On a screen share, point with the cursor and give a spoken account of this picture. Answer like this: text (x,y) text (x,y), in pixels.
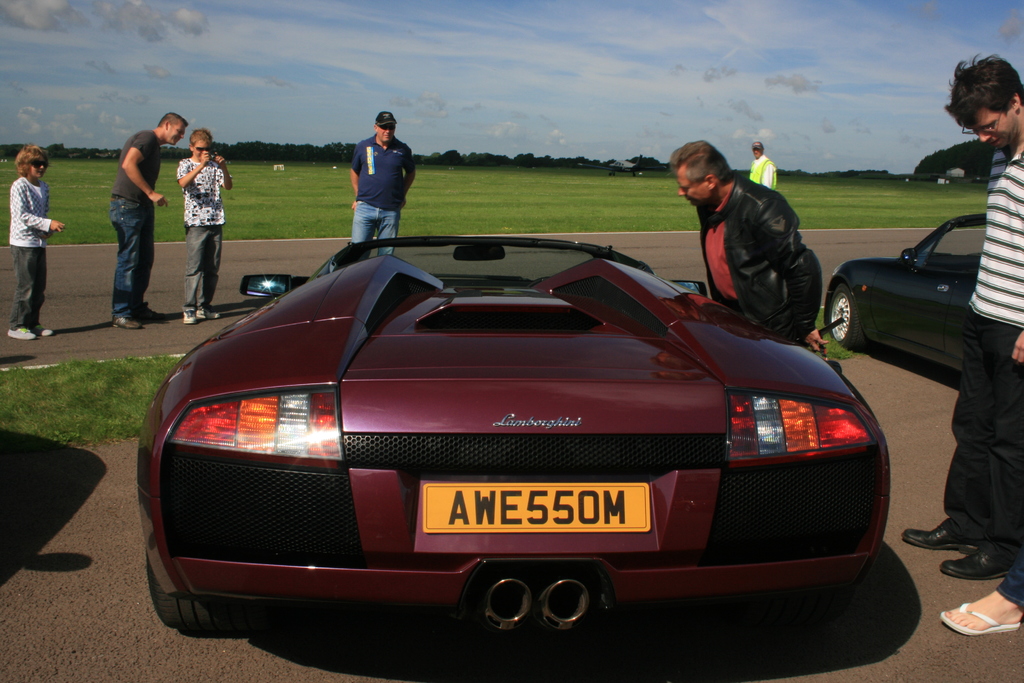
In this picture there are vehicles (505,355) on the road (823,269) and there is a text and there is a number plate (566,503) on the car (647,600). There are group of people (1004,450) standing and there is a person (201,204) with white t-shirt (198,194) is standing and holding the device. At the back (521,160) there are trees (952,161). At the top (428,103) there is sky (515,57) and there are clouds (622,72). At the bottom (134,551) there is grass (412,198) and there is a road (105,565).
